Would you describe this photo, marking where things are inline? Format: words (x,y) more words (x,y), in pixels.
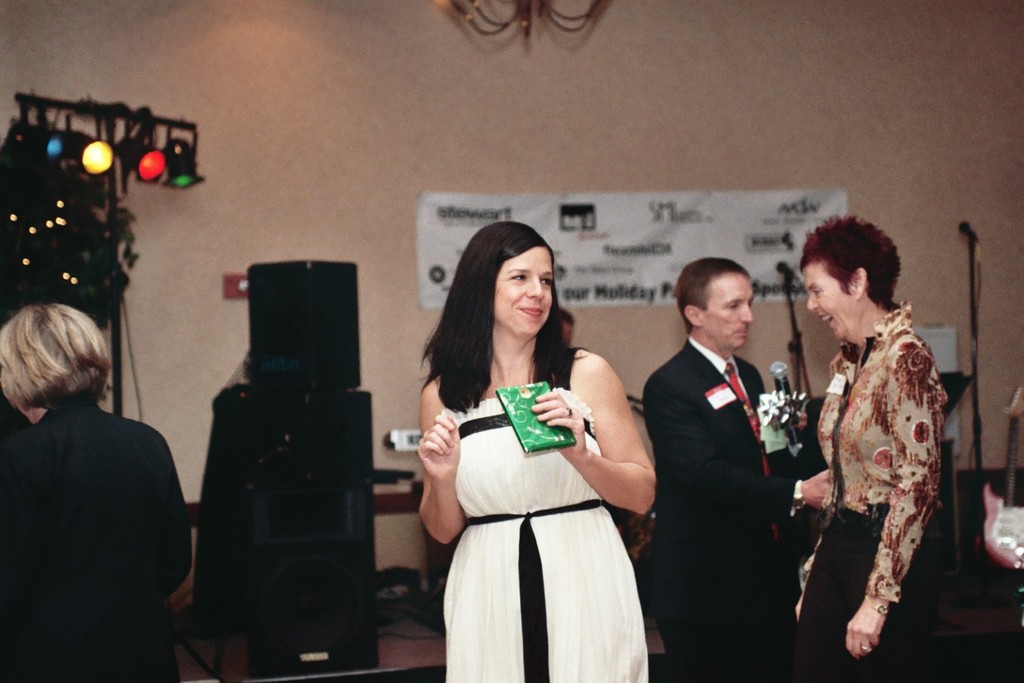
The women (541,490) wearing white dress (535,511) is holding a gift (533,431) in her hand (535,409) and there are two other persons (752,367) behind her and there is another woman (59,415) standing in the left corner (65,468).
